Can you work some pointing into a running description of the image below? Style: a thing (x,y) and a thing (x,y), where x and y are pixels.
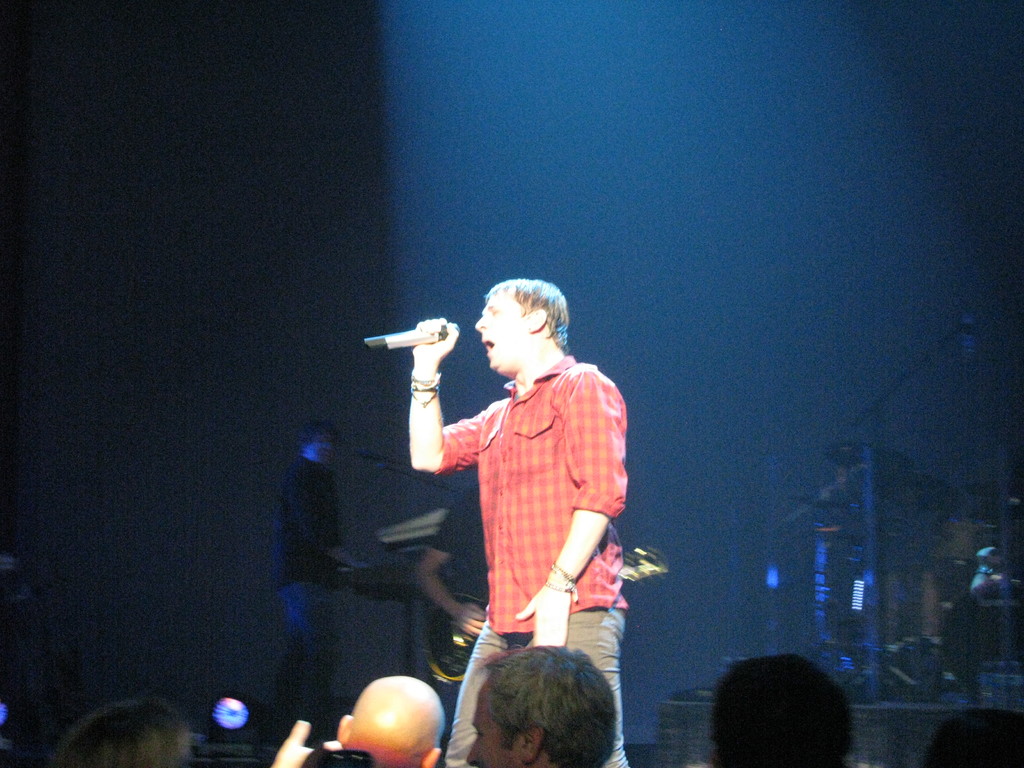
In this picture we can see a man (494,514) in the orange shirt (505,487) is holding a microphone (419,340) and singing a song. In front of the man (519,473) there are groups of people (422,719) and behind the man (512,501) there are some music instruments (827,557) and a man (332,536) is standing. Behind the people (340,517) there is a dark background (182,268).
